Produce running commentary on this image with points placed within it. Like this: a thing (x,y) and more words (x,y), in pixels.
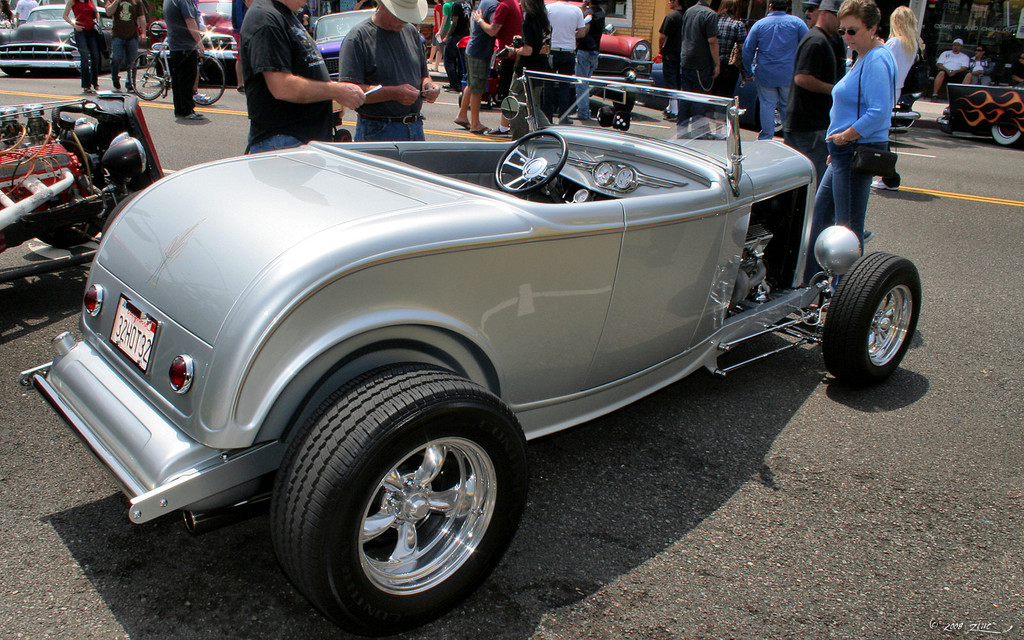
In this image we can see a car (467,227) on the road (840,553). In the background of the image (310,90) there are people (250,10) standing. There are cars (201,13). At the bottom of the image (743,567) there is road (703,589).
